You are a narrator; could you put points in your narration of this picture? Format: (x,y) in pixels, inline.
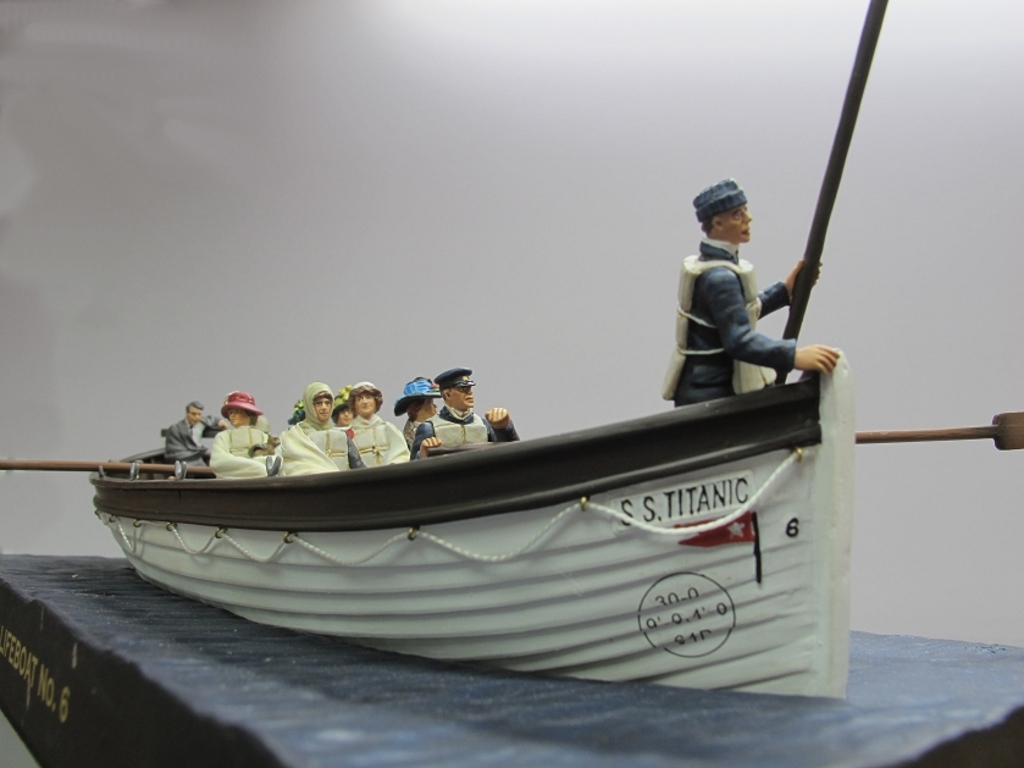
In this image, we can see a toy boat (807,568), on that toy boat (728,505), we can see a group of toys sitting on the left side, on the right side (690,364), we can see a toy person (781,354) standing and holding a rod (845,153). At the bottom (687,717), we can see a table (1018,712) and the table (337,733) is in black color. In the background (385,315), we can see a white color wall (485,225).
